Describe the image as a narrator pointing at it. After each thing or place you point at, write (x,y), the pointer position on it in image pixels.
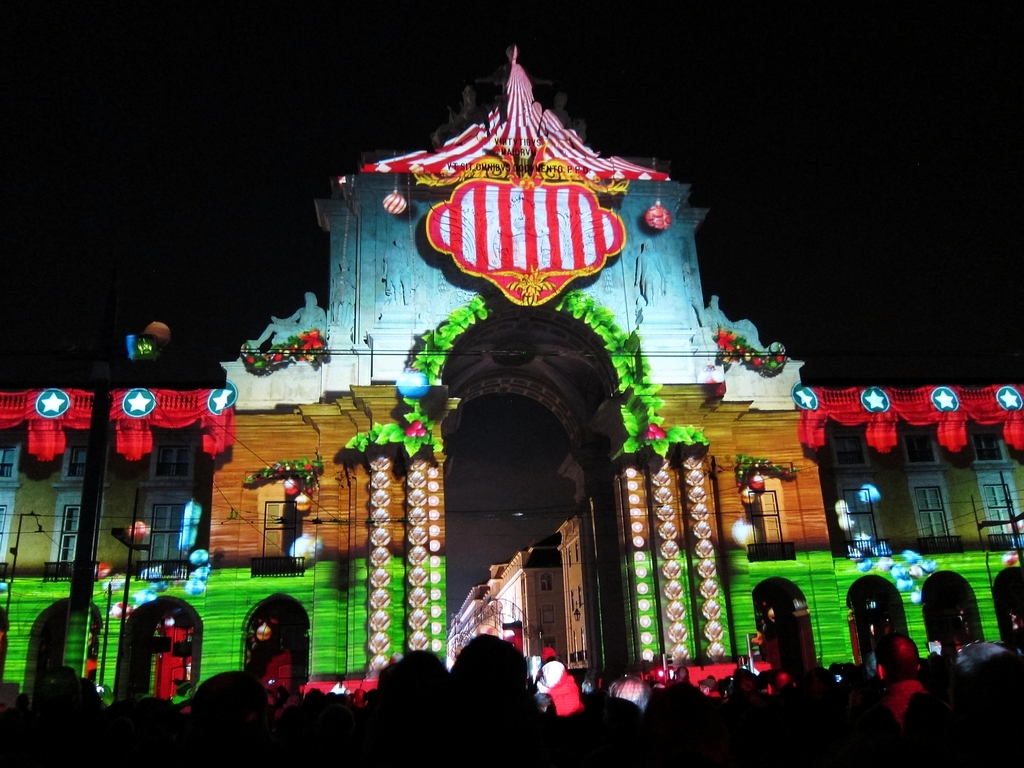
In this picture we can see the colorful entrance (466,277) of a building (679,375). The sky (259,183) is dark.
